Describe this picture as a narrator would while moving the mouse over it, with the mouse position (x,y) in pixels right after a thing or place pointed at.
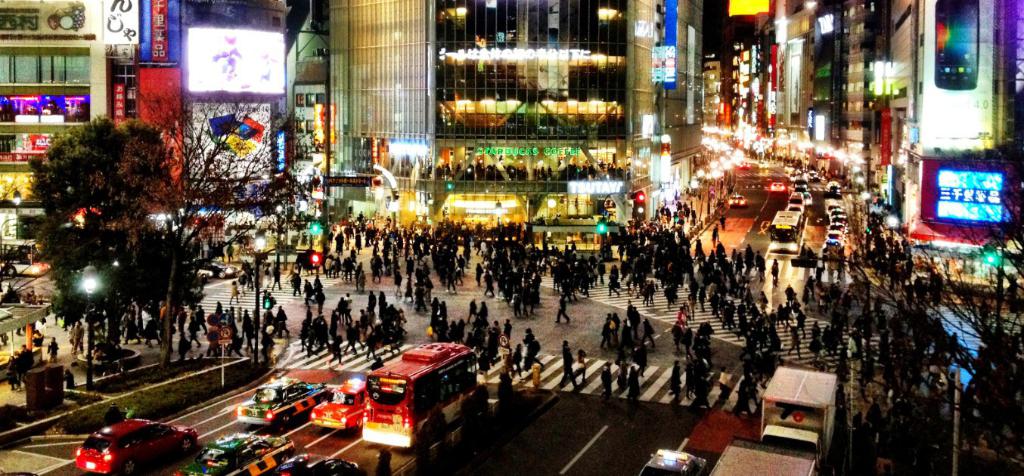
Here in this picture we can see number of people (373,325) standing and walking on the road (349,288) and we can also see number of vehicles (424,407) present and we can see buildings (283,101) present, which are having hoardings (240,171) on it and we can also see display screens (254,36) present on the buildings (312,57) and we can see plants (117,221) and trees (101,234) also present on the ground (901,328) and we can also see light posts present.
